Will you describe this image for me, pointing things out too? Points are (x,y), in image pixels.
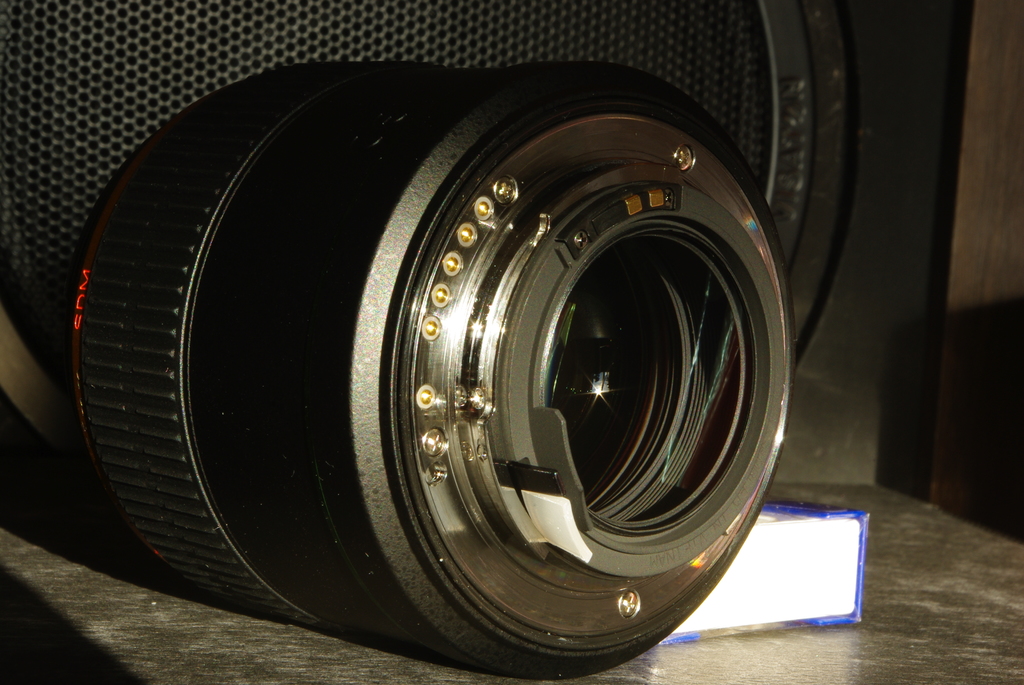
In the foreground of this image (542,525), there is a camera lens (611,603) on the stone surface (336,678). Behind it, there is a box (798,509) and speaker (783,45) like an object (828,54).
